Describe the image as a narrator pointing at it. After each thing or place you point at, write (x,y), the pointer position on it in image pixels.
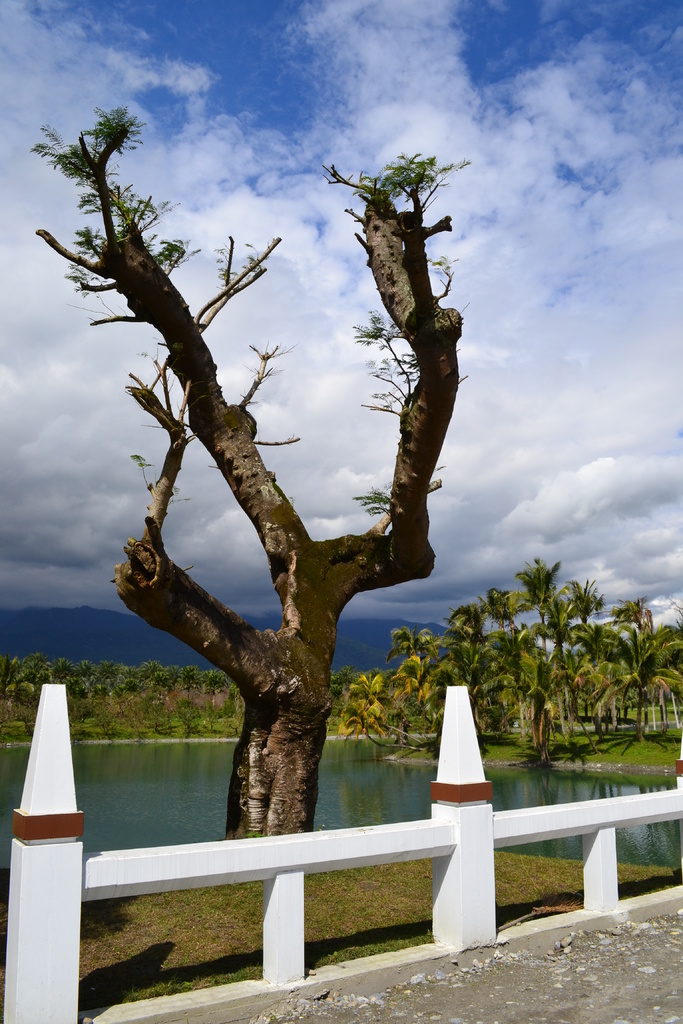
This is an outside view. At the bottom (527,983) there is a road (484,986). Beside the road (425,1006) there is railing (280,911). In the background (573,695) there are many trees (412,668). Behind the railing (275,847) there is a tree trunk (271,661). At the top of the image (271,82) I can see the sky (399,80) and clouds (542,328).
